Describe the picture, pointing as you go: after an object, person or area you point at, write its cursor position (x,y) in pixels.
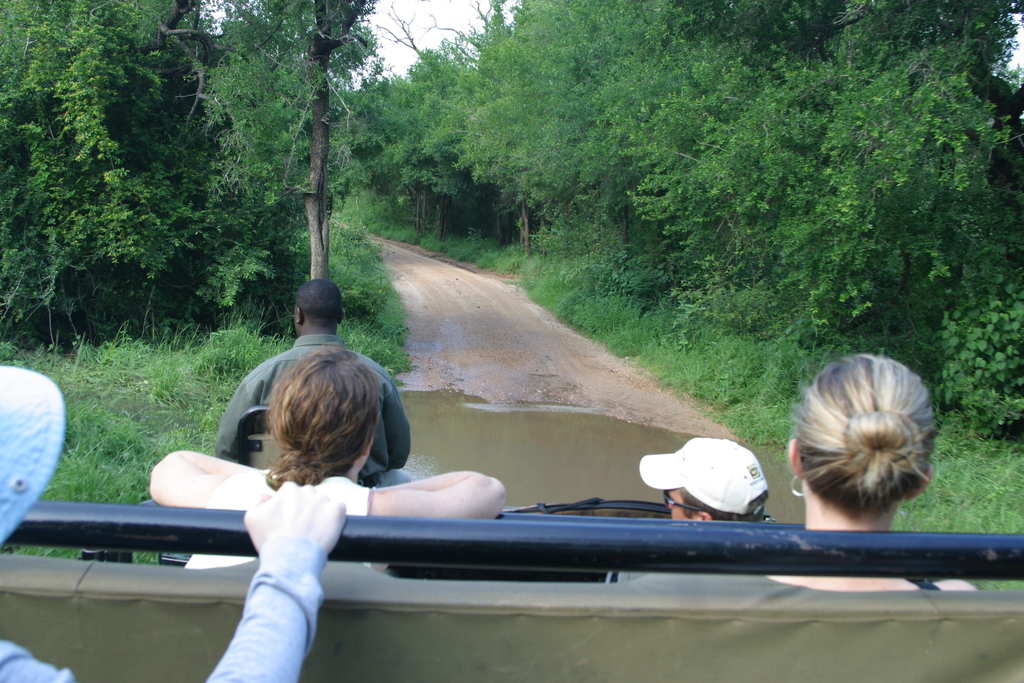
In this picture we can see some people (249,377) on a vehicle (480,520) and water (575,444) on the road (494,337), trees (439,122), grass (759,372) and in the background (387,15) we can see the sky (406,41).
